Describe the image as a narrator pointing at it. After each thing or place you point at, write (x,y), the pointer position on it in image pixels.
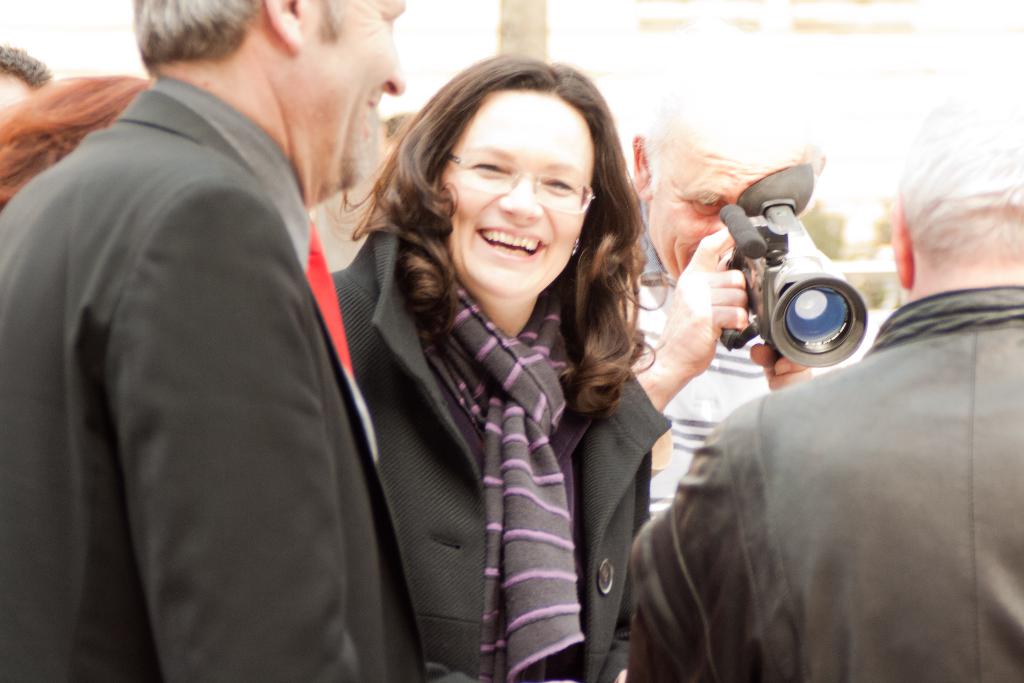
In this picture this woman (432,368) is highlighted, she wore spectacles (578,191) and scarf (537,348). Beside this woman (472,371) there is a man (177,625) is standing in a suit (144,494). Backside of this woman (523,432) a person (699,402) is standing and he is holding a camera (819,332).
